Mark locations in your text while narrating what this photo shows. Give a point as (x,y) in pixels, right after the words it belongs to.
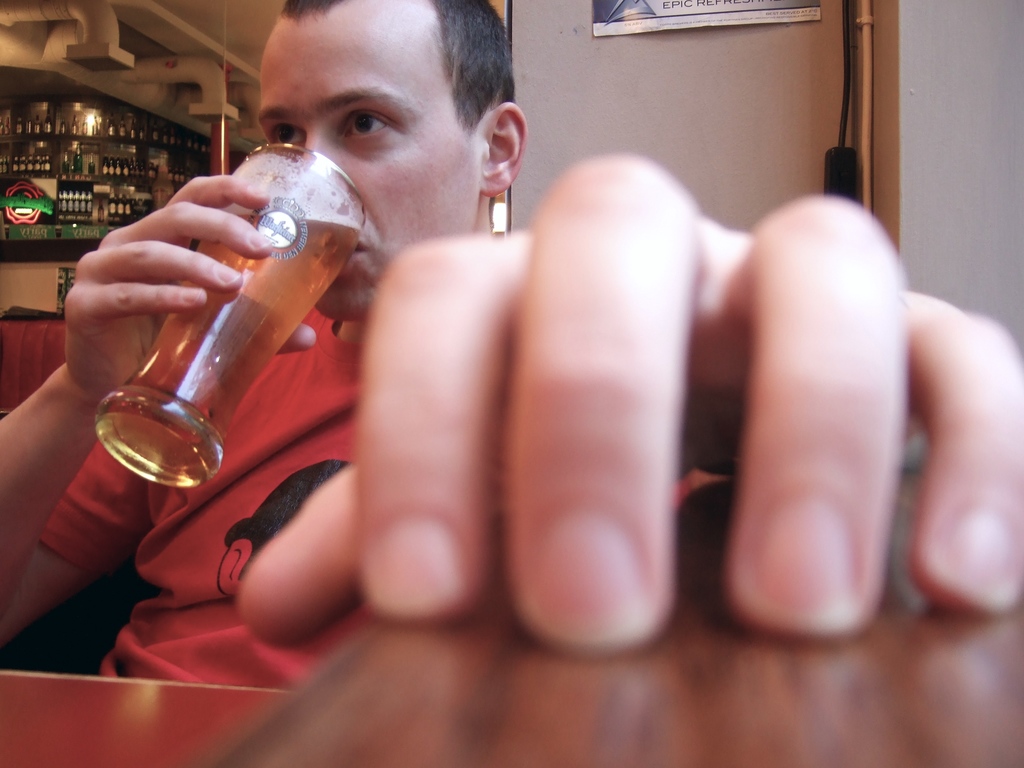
Here we can see that a person (325,298) is sitting on the chair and drinking a beer glass (324,282), and in front (737,720) here is the table (710,612), and at back (735,60) here is the wall (724,48), and at back (134,130) there are bottles (95,171).
